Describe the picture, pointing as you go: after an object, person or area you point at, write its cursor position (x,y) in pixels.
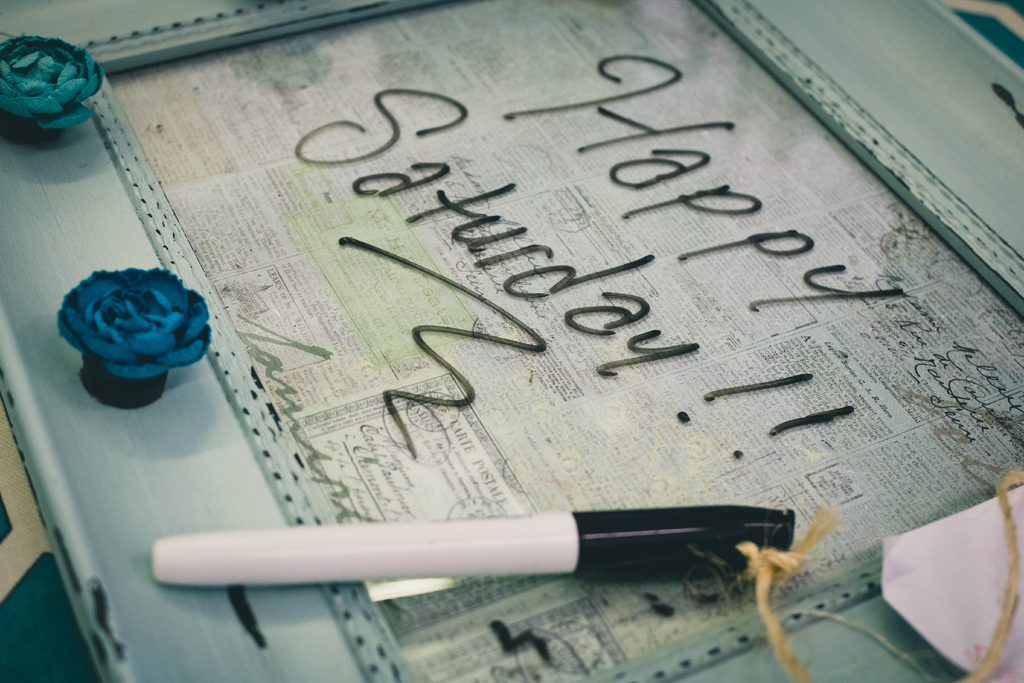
In the foreground of this image (217,363), there is a photo frame (935,97) on which a marker (660,577), rope (791,664) and a paper (939,579) on it and there is also text (773,434) written on it as "HAPPY SATURDAY !!".
